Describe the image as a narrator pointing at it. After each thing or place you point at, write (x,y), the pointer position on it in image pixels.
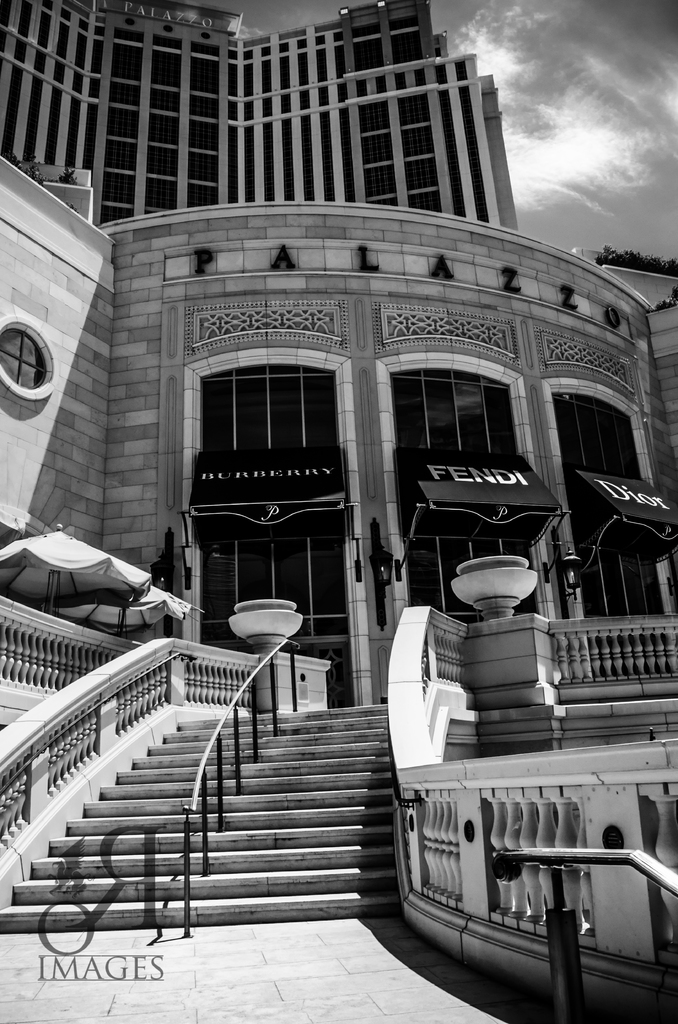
In this picture we can see a building (277,574) and some objects (410,819) and we can see sky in the background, in the bottom left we can see some text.
